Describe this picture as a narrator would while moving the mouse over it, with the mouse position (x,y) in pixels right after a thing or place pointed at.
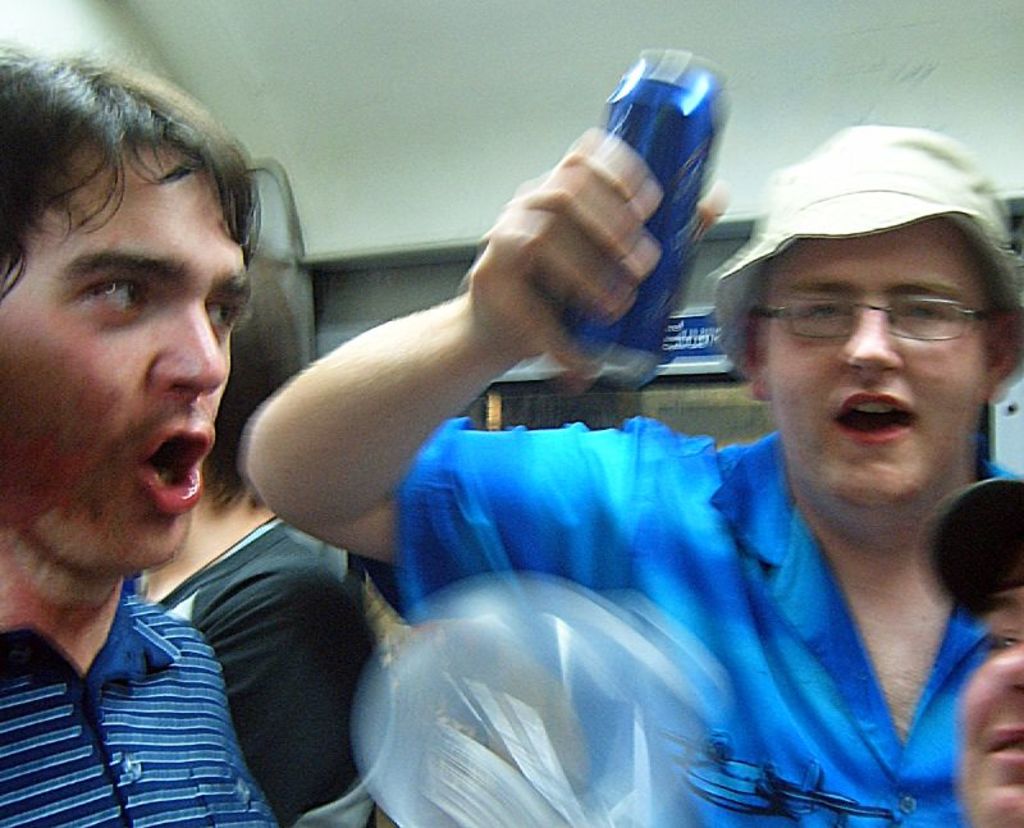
In this image there are a group of people (574,535), it seems that they are talking and one person (696,478) is holding a blue can (614,365). And in the background (541,384) there is a door (681,388), board (711,332) and at the top (318,88) there is ceiling (557,123).
